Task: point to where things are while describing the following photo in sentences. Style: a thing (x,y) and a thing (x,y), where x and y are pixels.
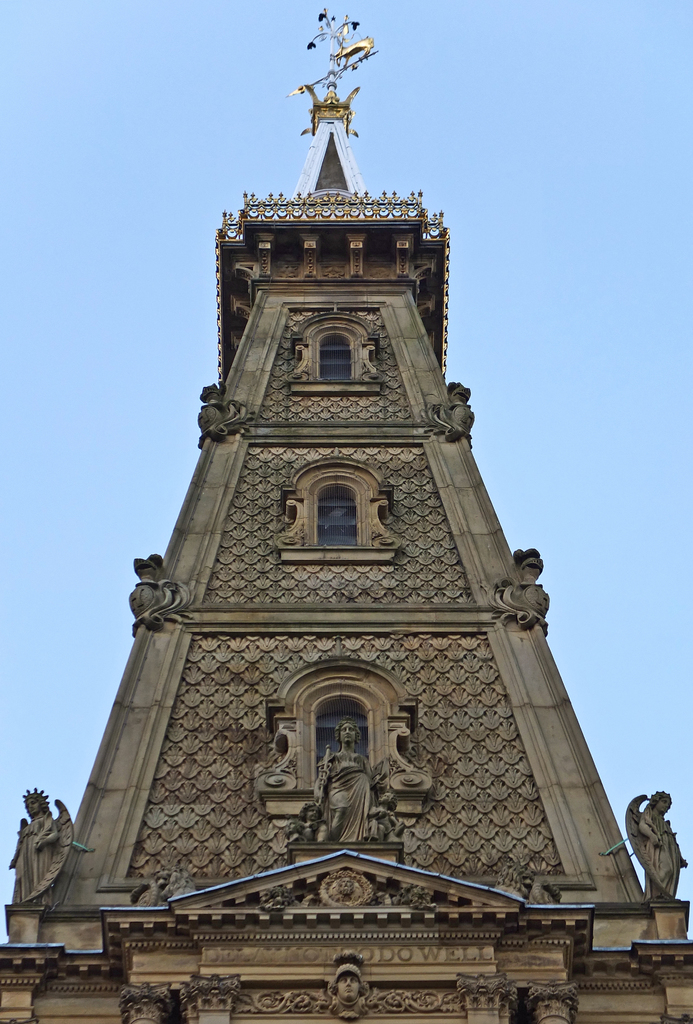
There is a tower (392,709) in the middle of this image (445,452) and the sky (513,367) is in the background (498,357).
